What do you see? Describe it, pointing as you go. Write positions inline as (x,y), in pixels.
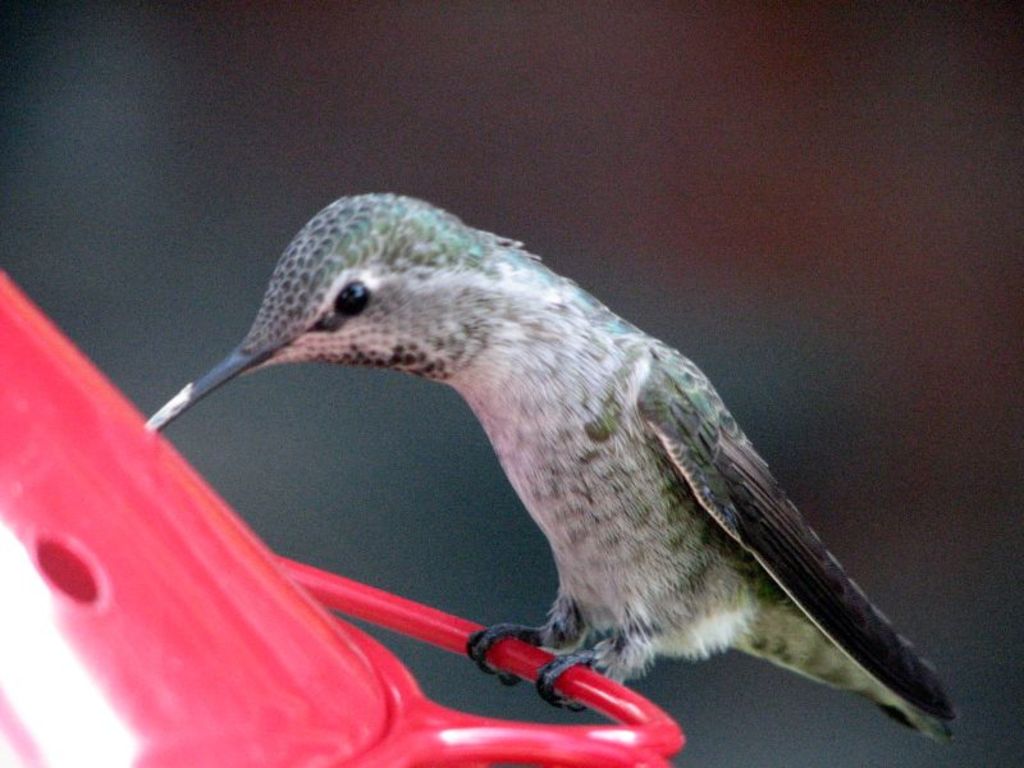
In the image there is a small bird bird (576,408) standing on a container (576,739) and the background (338,72) is blurry.
